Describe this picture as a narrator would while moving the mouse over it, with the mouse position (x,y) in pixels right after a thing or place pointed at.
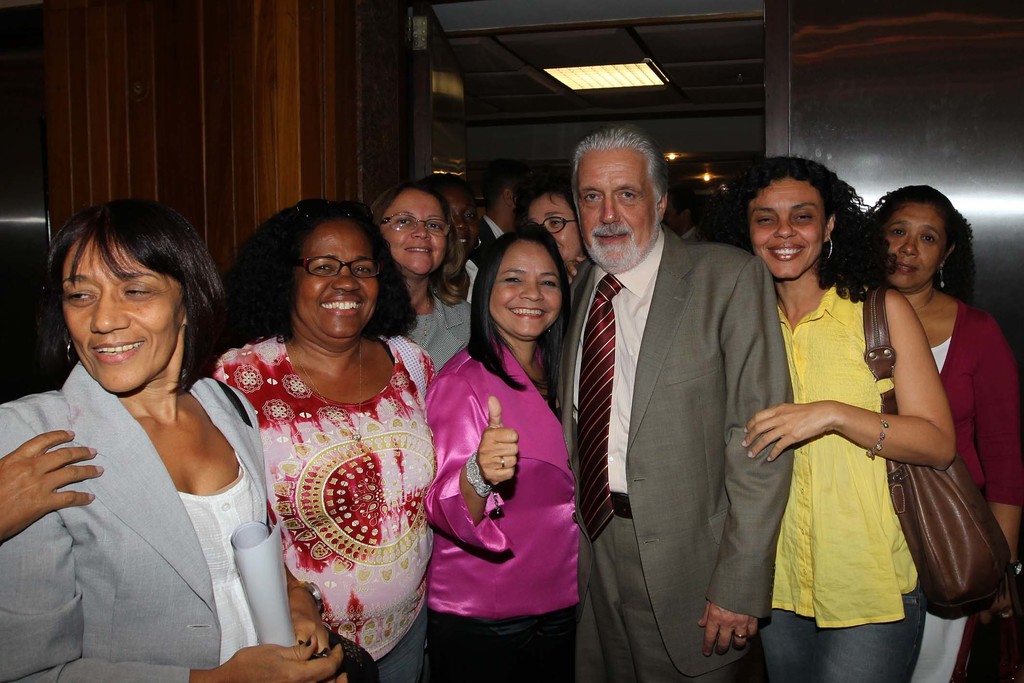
In this image we can see a group of people (521,374) standing. In that a woman (283,659) is holding some papers (273,600). On the backside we can see a wall (350,62) and a roof (534,97) with some ceiling lights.
